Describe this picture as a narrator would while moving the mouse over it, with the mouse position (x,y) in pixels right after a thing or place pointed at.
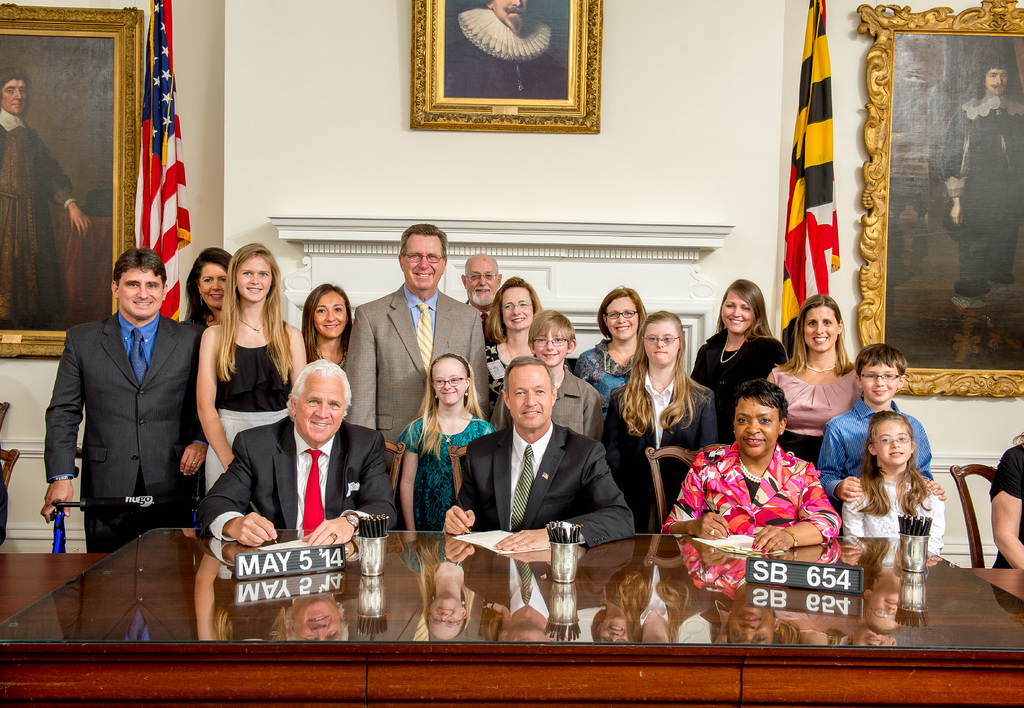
This picture shows a group of people (317,444) standing and three of them seated on the chairs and we see a table (489,657) and a photo frame (431,5) on their back and we see two flags (814,249).
